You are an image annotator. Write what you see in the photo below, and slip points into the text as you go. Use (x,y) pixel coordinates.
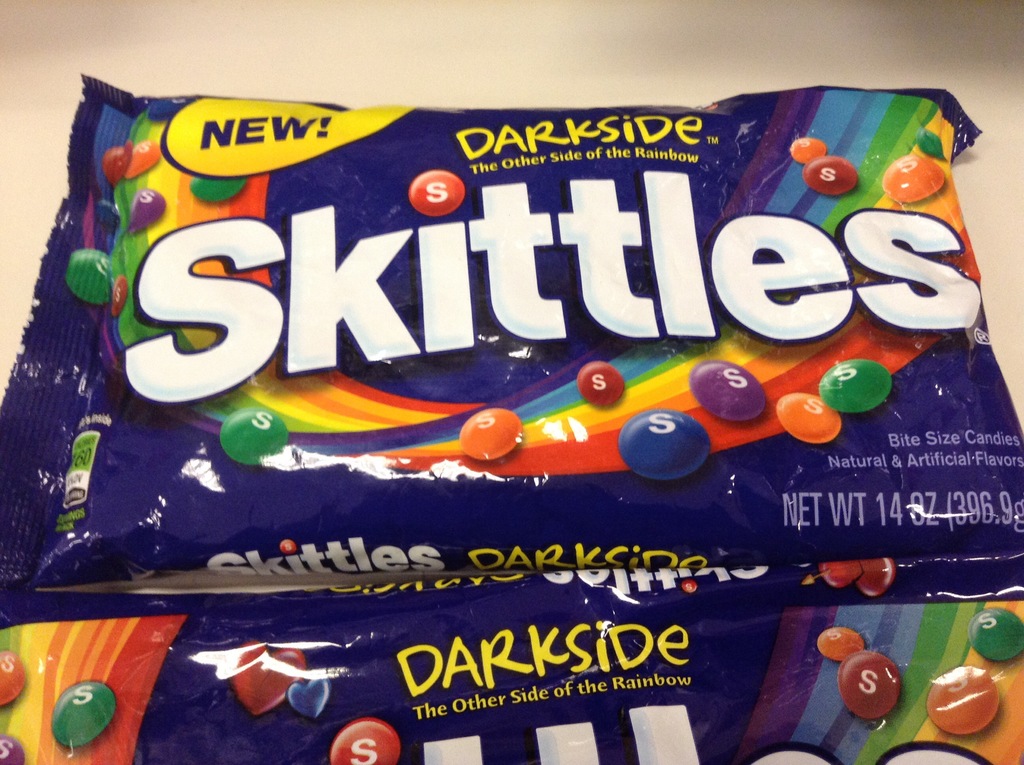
In this image there are packets (665,687) of candies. On the packet (183,409) ¨Skittles¨ is written.
